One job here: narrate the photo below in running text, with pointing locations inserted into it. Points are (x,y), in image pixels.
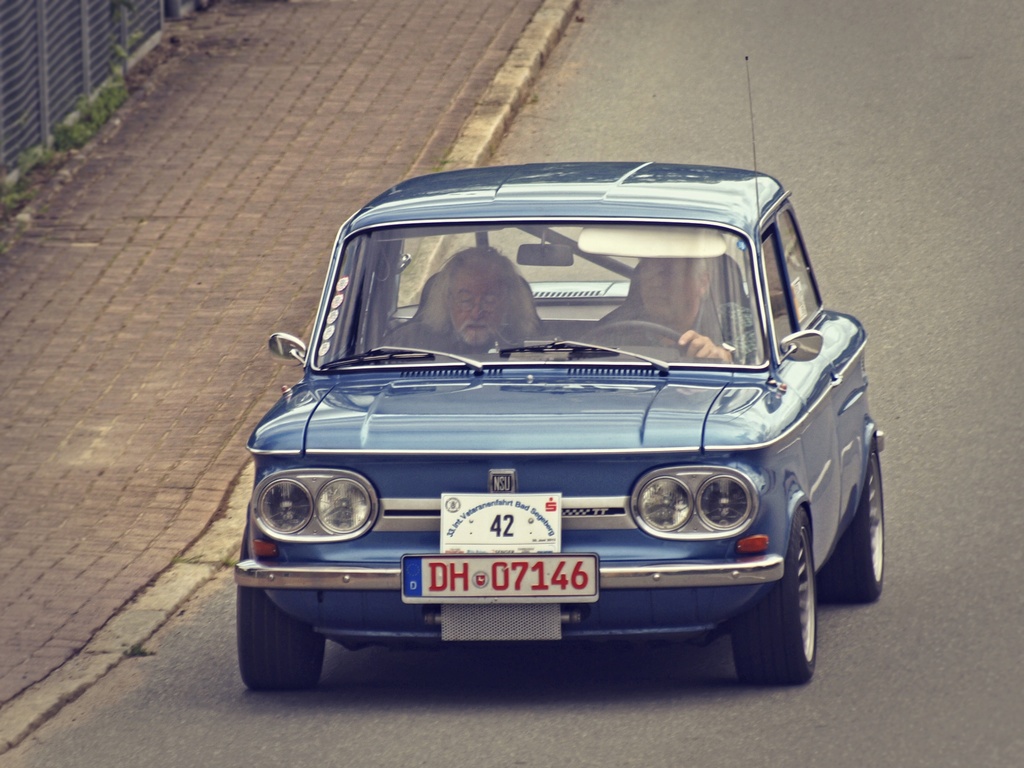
In the foreground of the picture (581,410) I can see a man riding a car (725,386) on the road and there is another man (461,300) in the car (599,284). I can see the metal fence (82,2) on the top left side (42,75).
